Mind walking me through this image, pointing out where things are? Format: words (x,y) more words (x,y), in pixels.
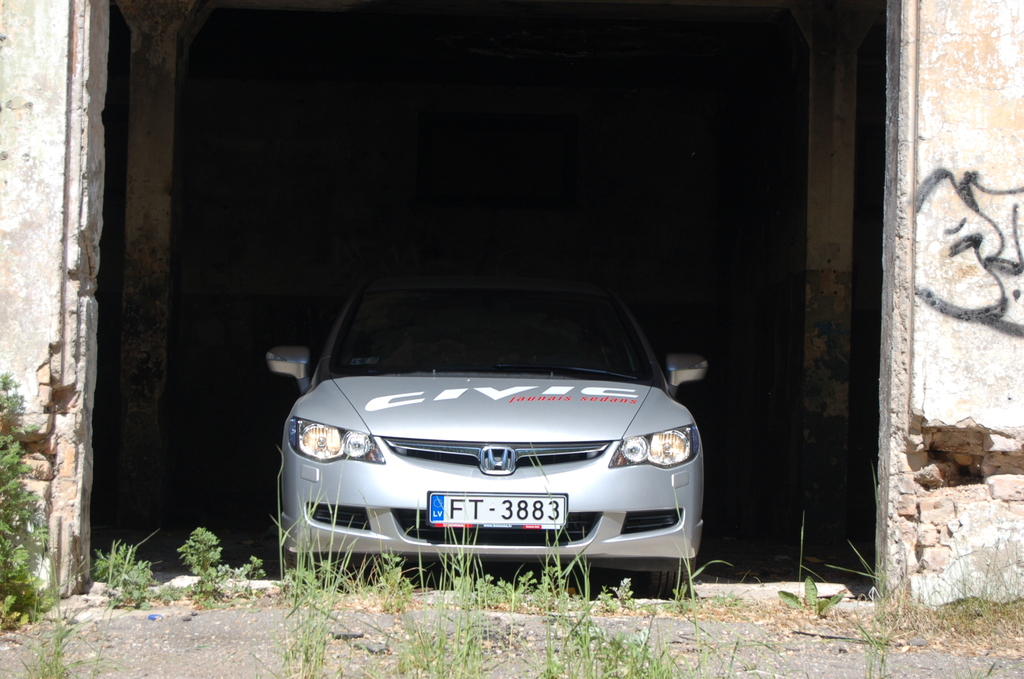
In the image we can see a building (919,18), in the building (756,365) we can see a vehicle (701,358). At the bottom of the image (589,646) there is grass (30,614).
